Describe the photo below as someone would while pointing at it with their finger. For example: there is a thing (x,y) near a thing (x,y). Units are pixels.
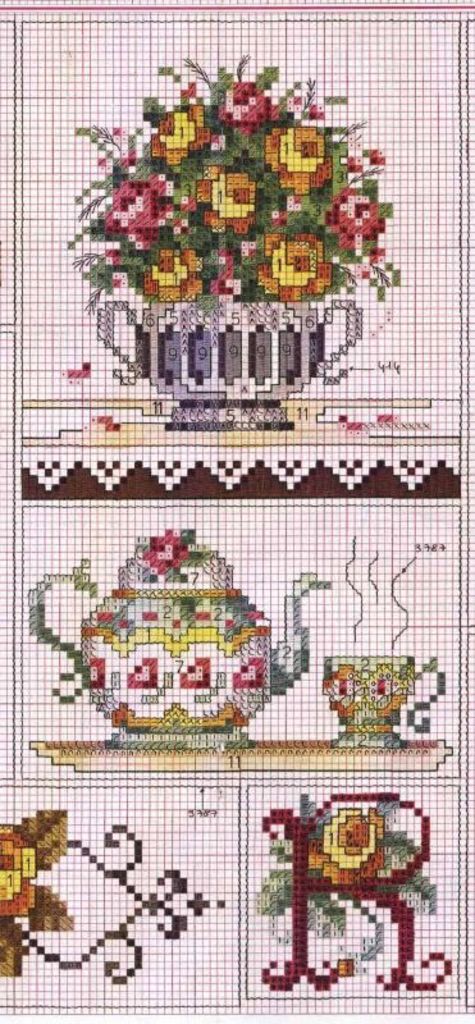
In this picture we can see a houseplant (263,299), here we can see a teapot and some objects (11,899).
